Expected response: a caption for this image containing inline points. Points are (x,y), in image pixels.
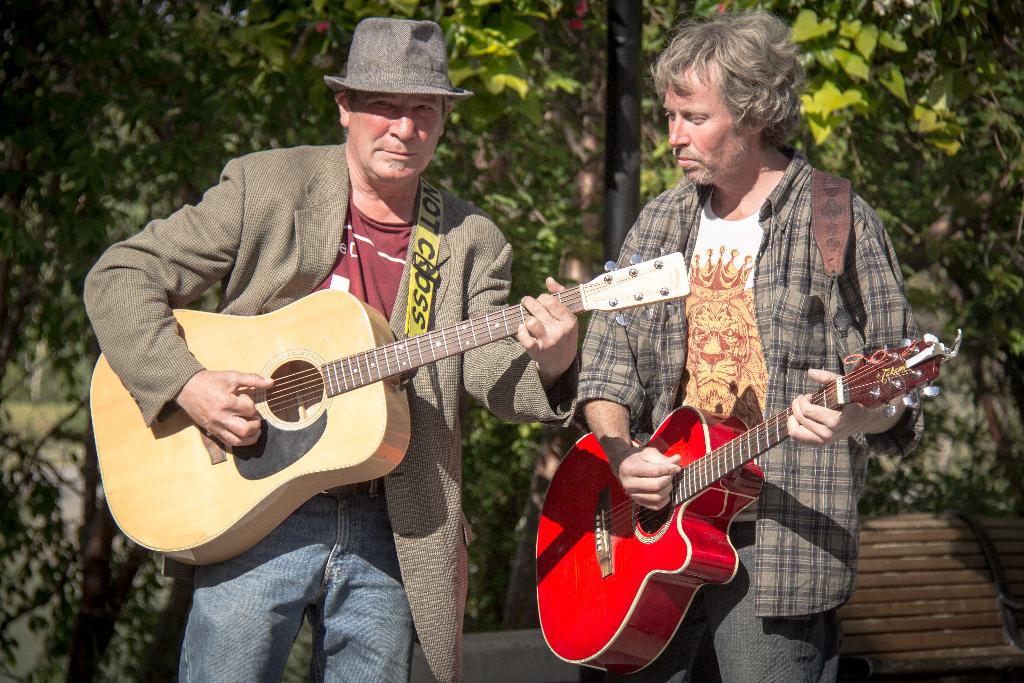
This image is taken in outdoors. In this two men (394,134) are there. In the middle of the image (467,259) a man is standing and holding a guitar (348,329) in his hand (553,326). In the right side of the image (776,24) a man (749,35) is standing and holding a guitar (561,605) in his hand (811,429). At the background (935,415) there are few trees (602,181) and a pole (629,157). In the right side of the image (1020,591) there is a bench (848,615).
